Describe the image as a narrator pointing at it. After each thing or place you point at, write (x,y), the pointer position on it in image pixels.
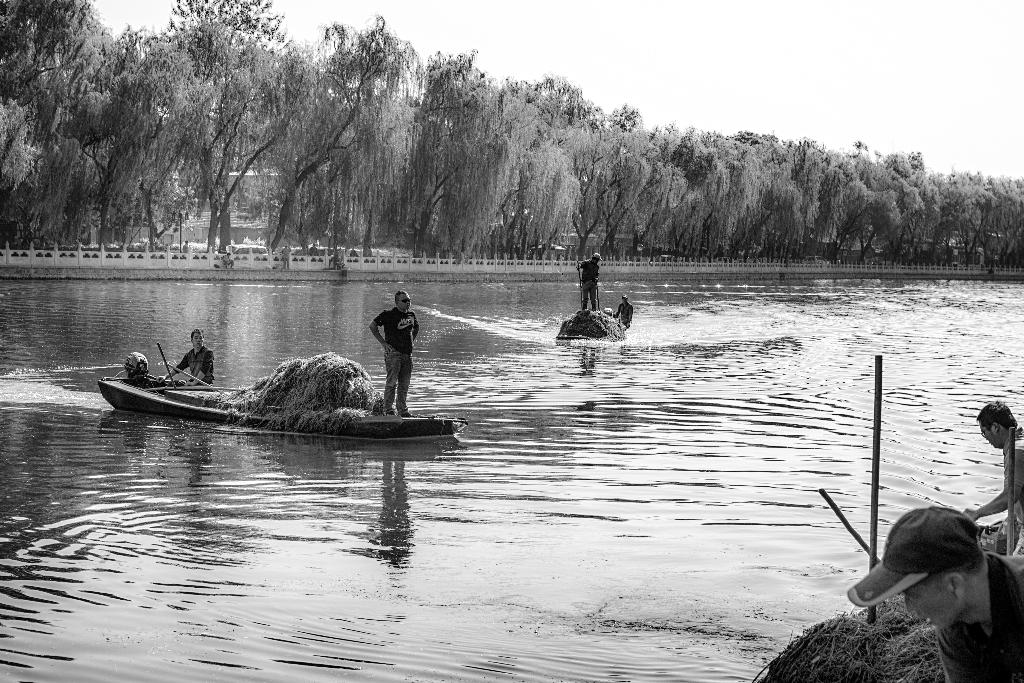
In the left side (108,378) a man (391,404) is standing on a boat (359,425), this is water (665,522). These are the trees (976,200) in the long back side of an image.
